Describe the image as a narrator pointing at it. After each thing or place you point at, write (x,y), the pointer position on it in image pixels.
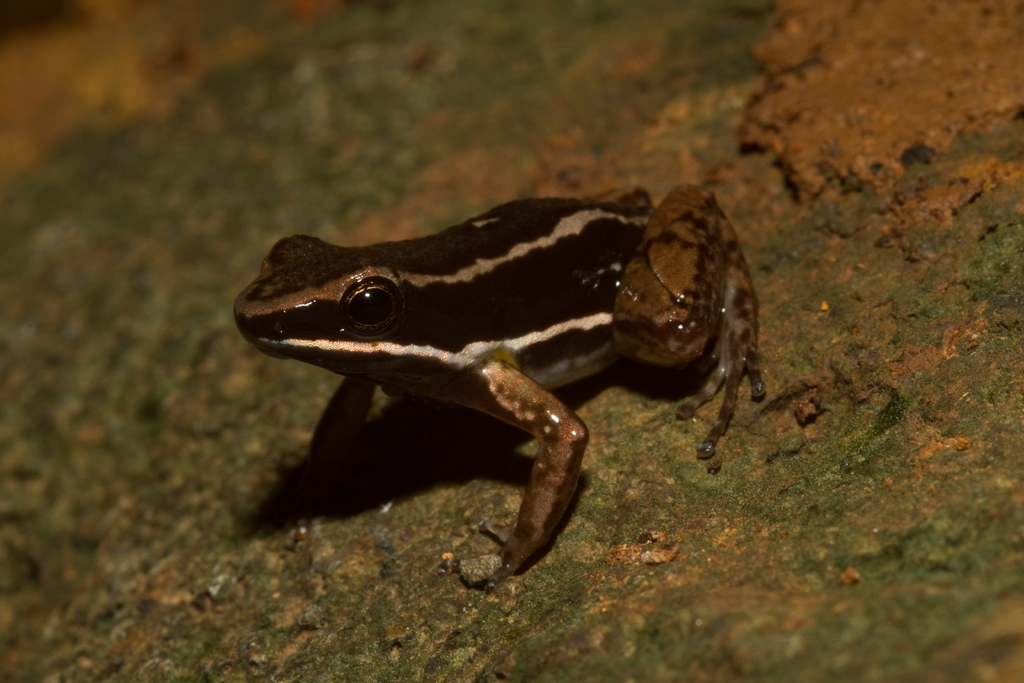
We can see frog (569,354) on the surface (654,429). Background (259,87) it is green.
